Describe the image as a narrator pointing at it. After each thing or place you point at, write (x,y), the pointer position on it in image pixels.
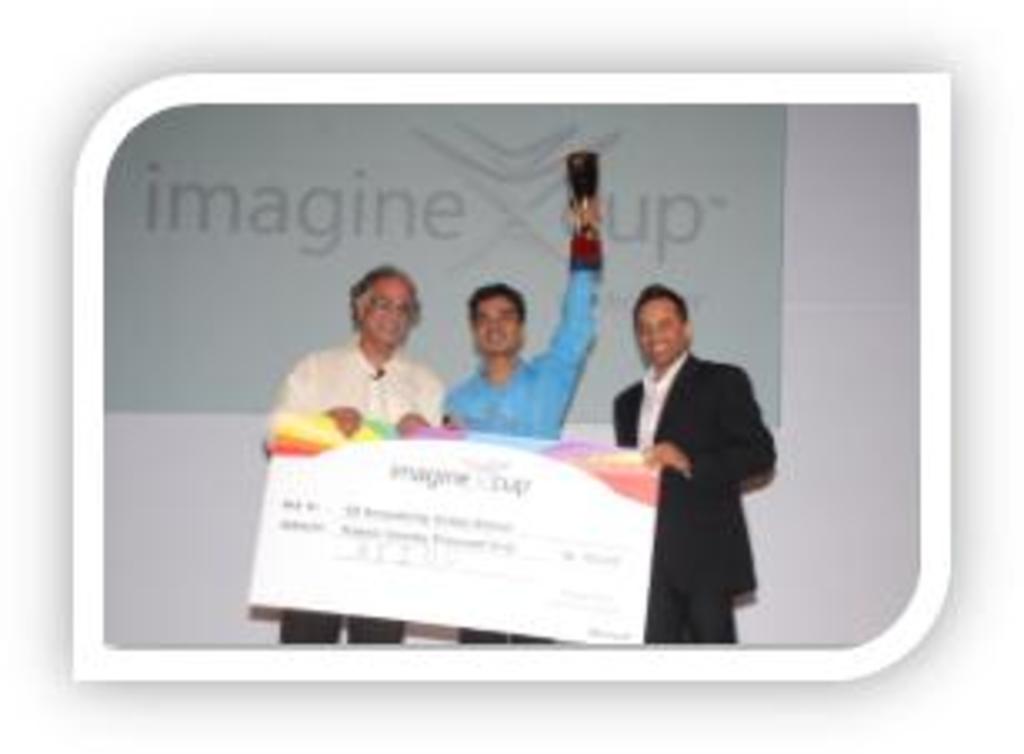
In this image I can see three people (409,384) with different color dresses (419,407). I can see these people (319,408) are holding the board (535,547) and one person (565,328) is holding the trophy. In the background (701,220) I can see the banner (564,261) to the wall (113,624).
